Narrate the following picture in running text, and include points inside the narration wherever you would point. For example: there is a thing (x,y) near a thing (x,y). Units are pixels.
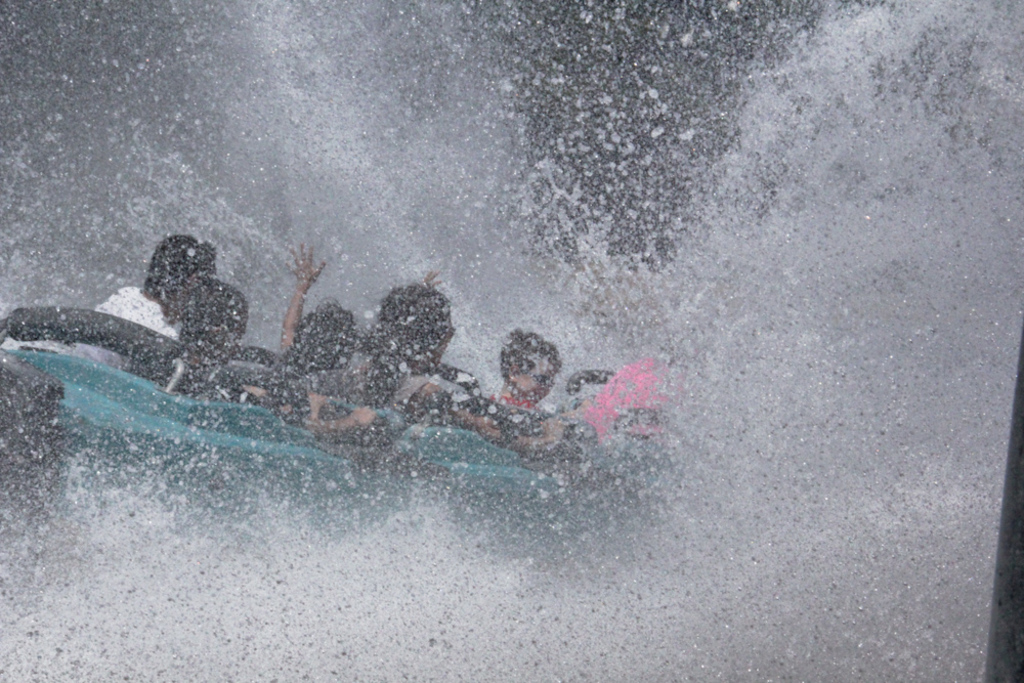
In this picture we can see group of people (413,365), they are seated in the boat (276,437), and we can see water (813,428).
